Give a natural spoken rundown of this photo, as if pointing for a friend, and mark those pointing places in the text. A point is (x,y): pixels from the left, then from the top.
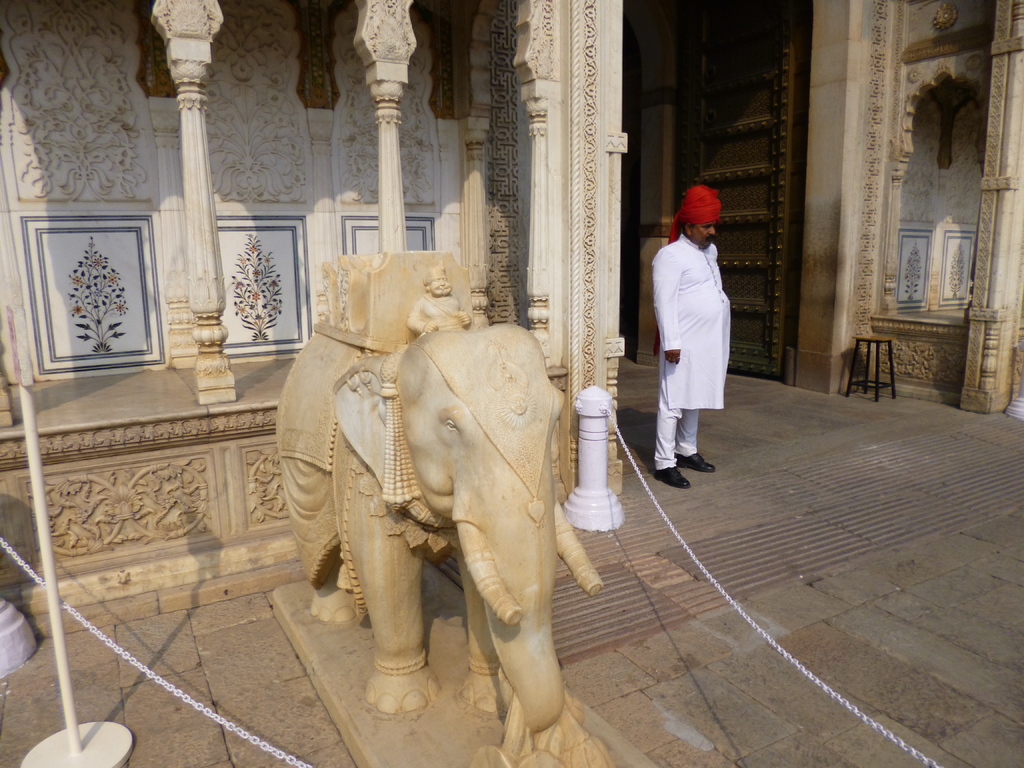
This image consist of a man (671,333) and elephant statue (336,568). The man (718,396) is wearing white dress (689,349). To the right (861,337), there a wall (913,349) and stool (892,375). In the background (685,152), there is a big door (718,166), and walls (244,159) along with pillars (180,157).
